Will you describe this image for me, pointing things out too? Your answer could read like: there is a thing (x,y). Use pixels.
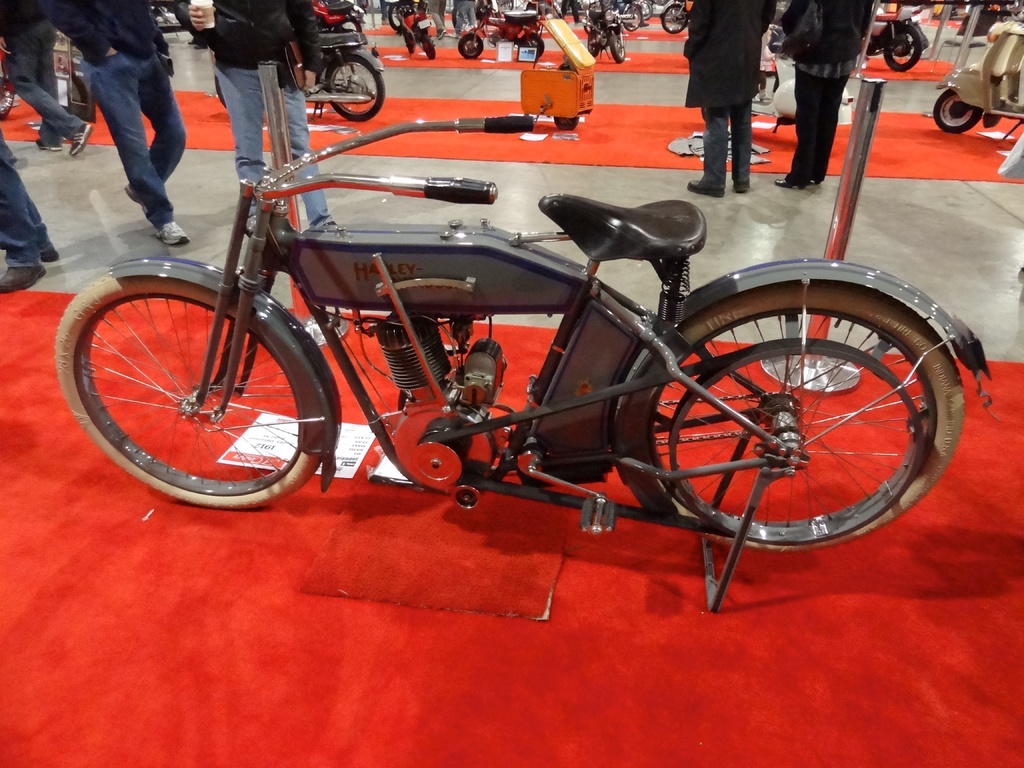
In this image I can see number of carpets (628,36) on the floor (816,202) and on it I can see number of vehicles (496,40). I can also see number of poles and number of people (10,12) are standing. On the top side of this image (550,98) I can see an orange colour thing (573,56) and in the center (368,440) I can see a white colour board (229,459) on the carpet (216,439).
